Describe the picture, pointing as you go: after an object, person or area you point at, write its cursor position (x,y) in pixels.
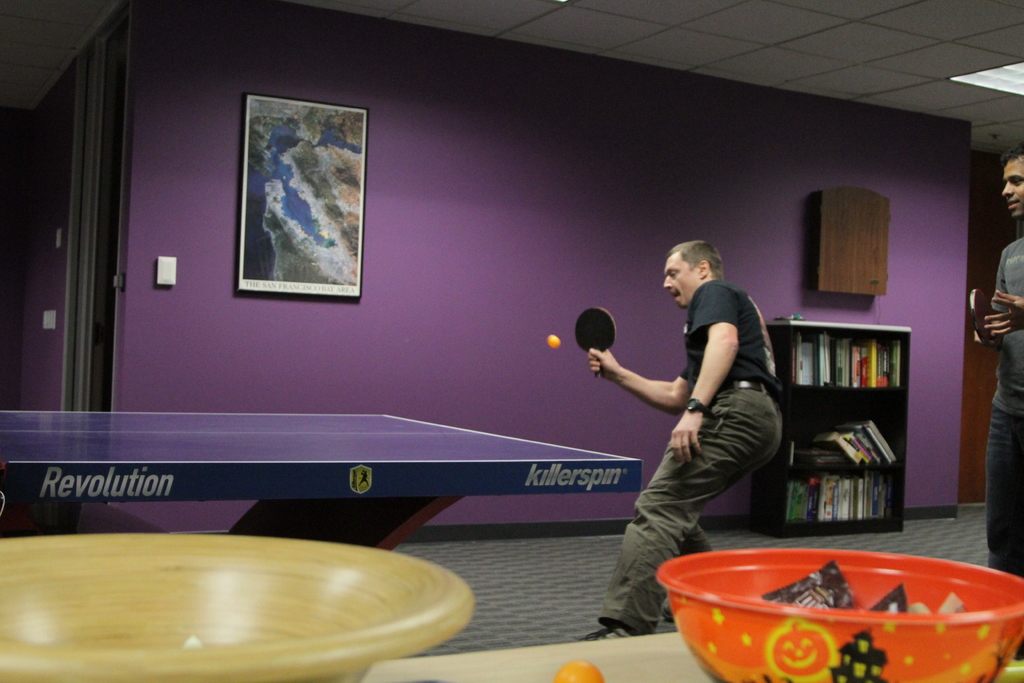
In the picture we find a man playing a table tennis holding a tennis racket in his hand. Behind to him there is another person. In the background (862,318) we can find a wall (390,158) and painting (256,128) and cupboard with full of books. In the front (275,678) we can find a table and bowl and few things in it.
